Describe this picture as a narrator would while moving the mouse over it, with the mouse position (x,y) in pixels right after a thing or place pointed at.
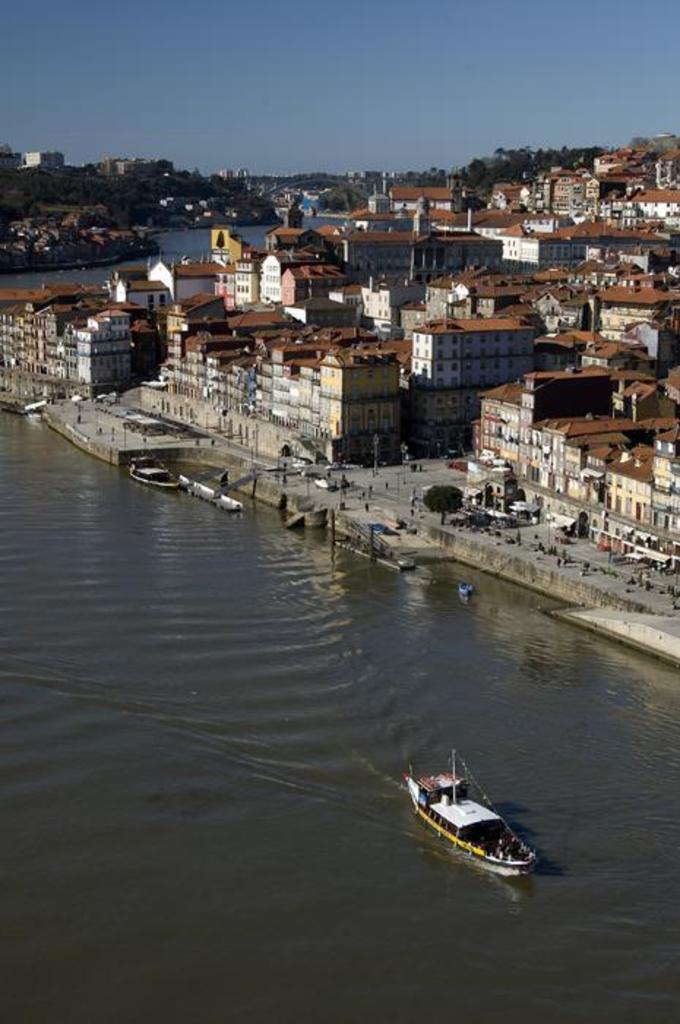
IN this image we can see some buildings (346,282), boats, poles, trees (67,173), also we can see the river (343,687), and the sky (392,81).
